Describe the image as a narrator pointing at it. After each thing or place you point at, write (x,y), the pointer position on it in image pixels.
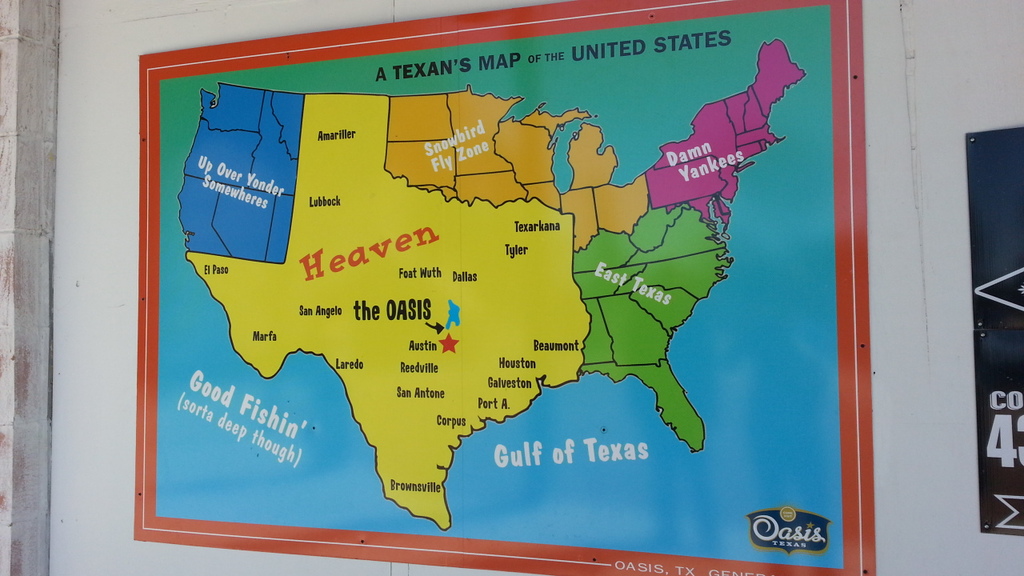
In this image we can see a map of united states (347,320) which is attached to a wall (129,45) which is in white color.
